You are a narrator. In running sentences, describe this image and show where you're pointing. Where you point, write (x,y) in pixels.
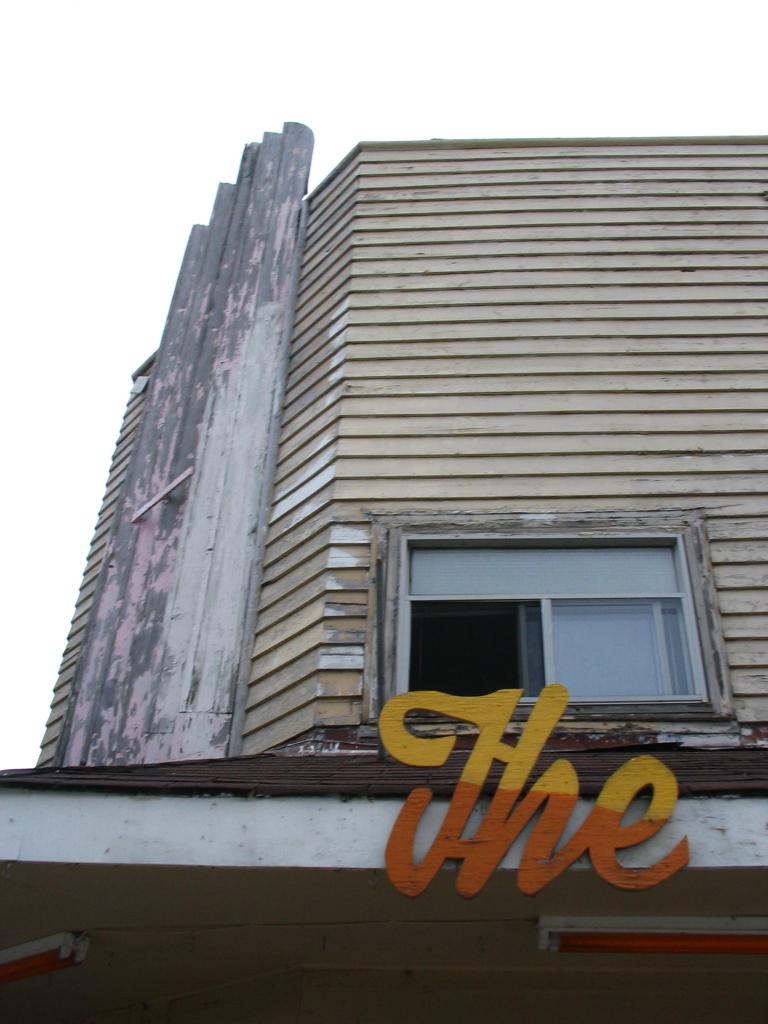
In this image there is a building (272,613) and there is a text (539,866) on the wall (368,288) of the building (517,857) which is visible and the sky (21,272) is cloudy.
